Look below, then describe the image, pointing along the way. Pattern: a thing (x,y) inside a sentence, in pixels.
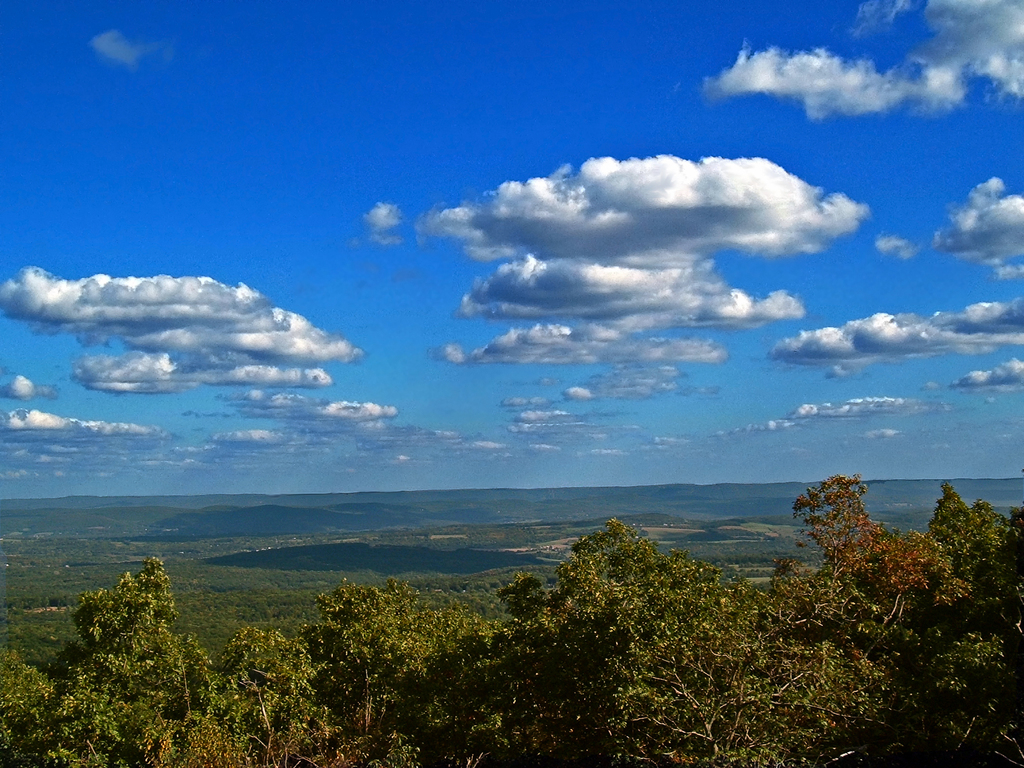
In this image I can see few trees (538,678) which are green and brown in color. In the background (21,621) I can see the ground (85,555), few trees (398,551), few mountains (362,518) and the sky (443,288).
